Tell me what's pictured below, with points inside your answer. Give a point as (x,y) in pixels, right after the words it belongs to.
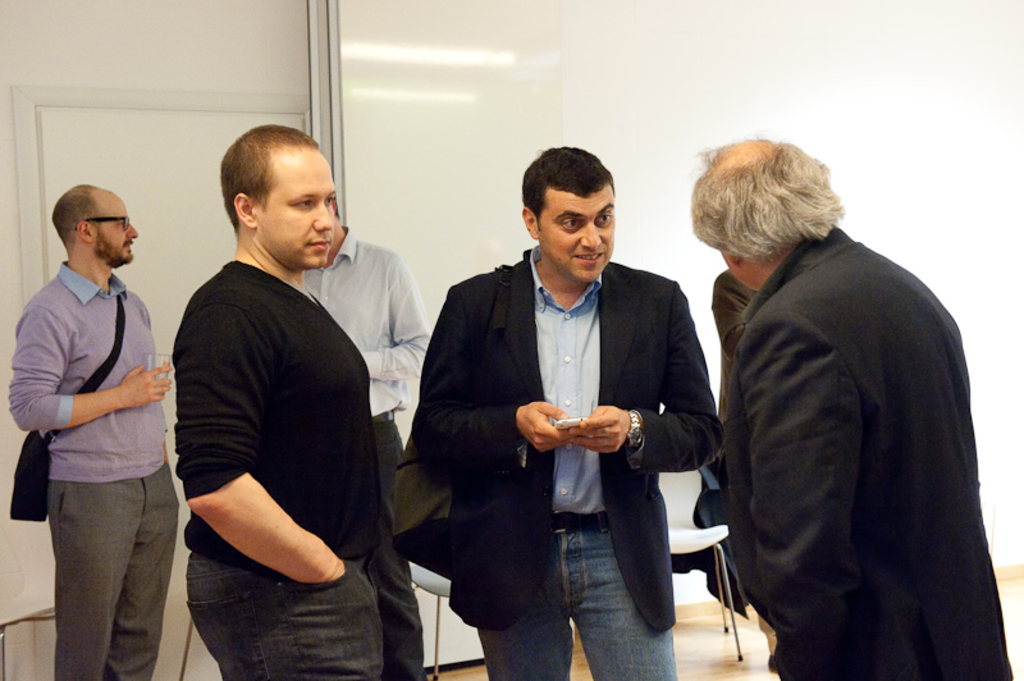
In this image we can see few people (539,362) standing. We can see few people (497,400) are holding some objects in their hands (580,428). We can see the reflection (453,59) of lights (404,97) on an object (437,69) at the top of the image (437,69). There are few chairs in the image. A person (64,383) is wearing a bag (37,475) at the left side of the image (68,426).
